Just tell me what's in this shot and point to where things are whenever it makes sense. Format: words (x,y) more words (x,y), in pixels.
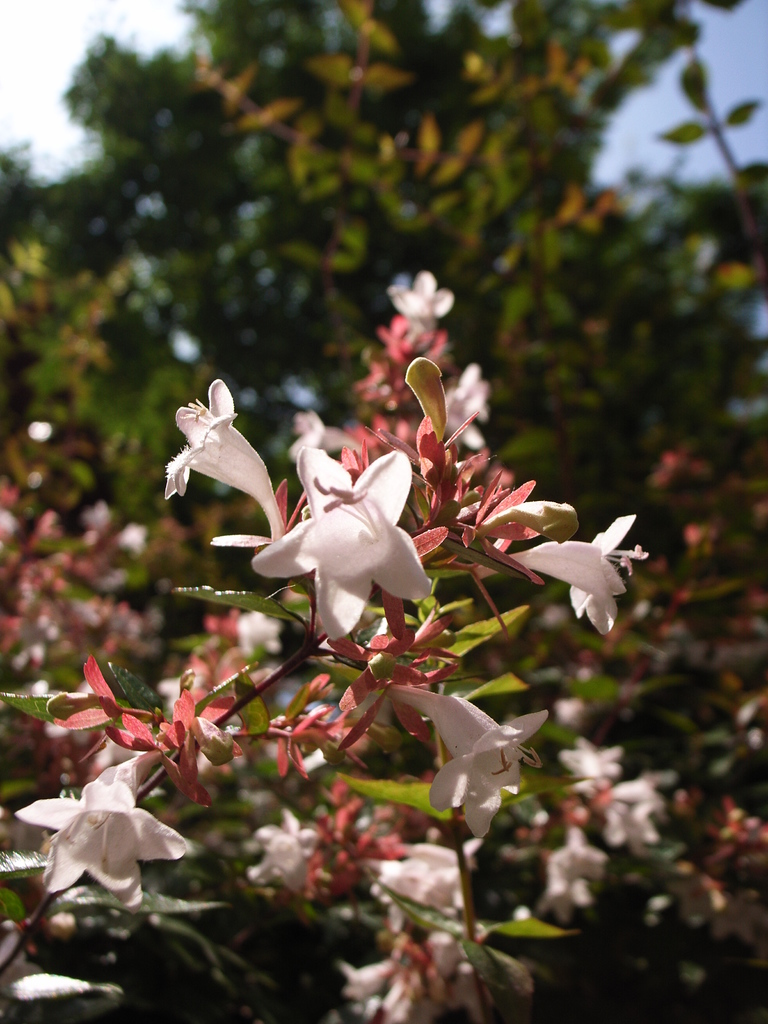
In the center of the image (395,582) there is a plant (352,676) and we can see flowers (345,506) which are in white color. In the background (283,309) there are trees (758,257) and sky (55,66).
